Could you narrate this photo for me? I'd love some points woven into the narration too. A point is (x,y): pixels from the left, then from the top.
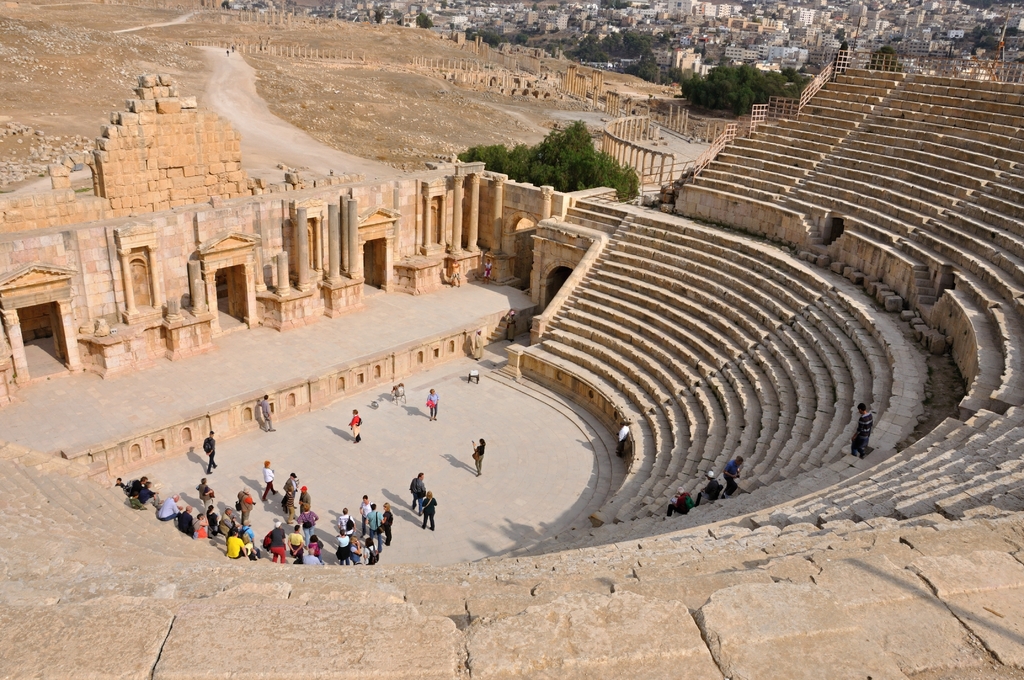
In the center of the image (358,435) there are people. There are staircase (715,312). In the center of the image (473,228) there is a stone structure (225,154). In the background of the image (640,16) there are buildings (704,66), trees (741,84).
